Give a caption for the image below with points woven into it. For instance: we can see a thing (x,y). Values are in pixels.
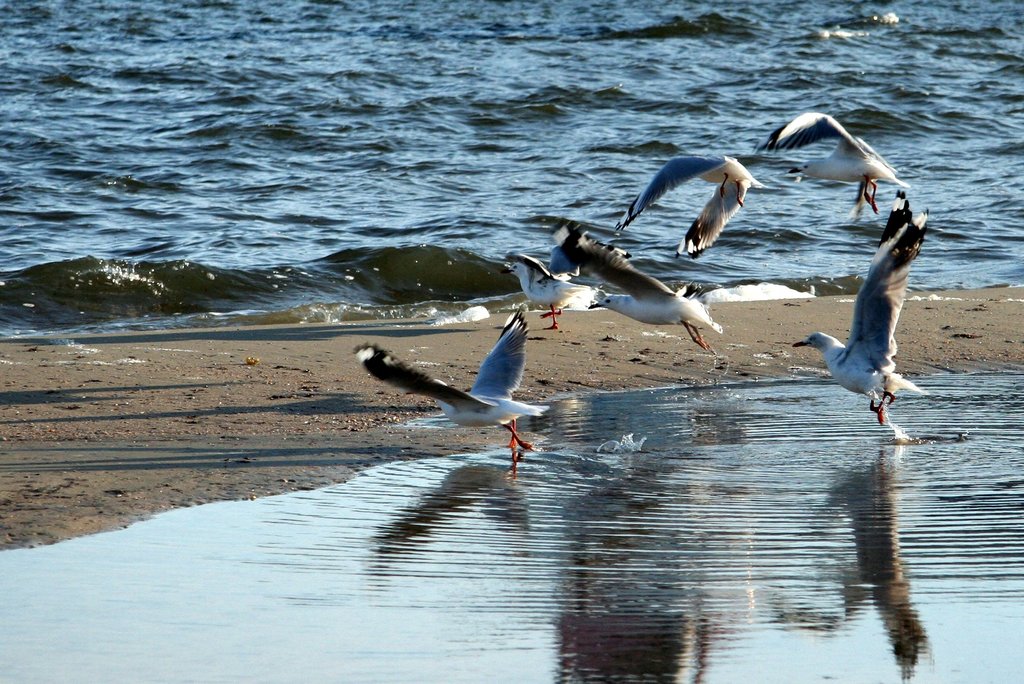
In this image we can see a group of birds (679,323). In the background (436,310), we can see water (378,124).
